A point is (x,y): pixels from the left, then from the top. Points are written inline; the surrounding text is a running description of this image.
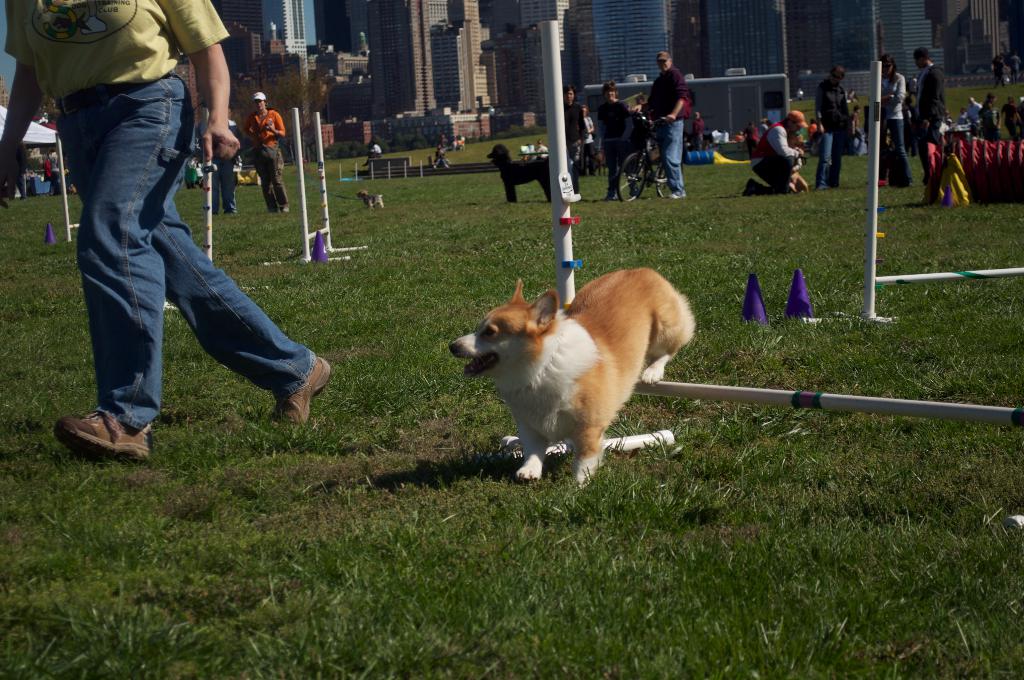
In this picture I can see few buildings (581,70) and few people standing and a man (311,352) walking and I can see few dogs (650,332) and I can see a black color dog (550,193) and a white and brown color dog (582,385) and few cones (748,298) and metal rods (330,246) and grass (330,341) on the ground (473,394).
